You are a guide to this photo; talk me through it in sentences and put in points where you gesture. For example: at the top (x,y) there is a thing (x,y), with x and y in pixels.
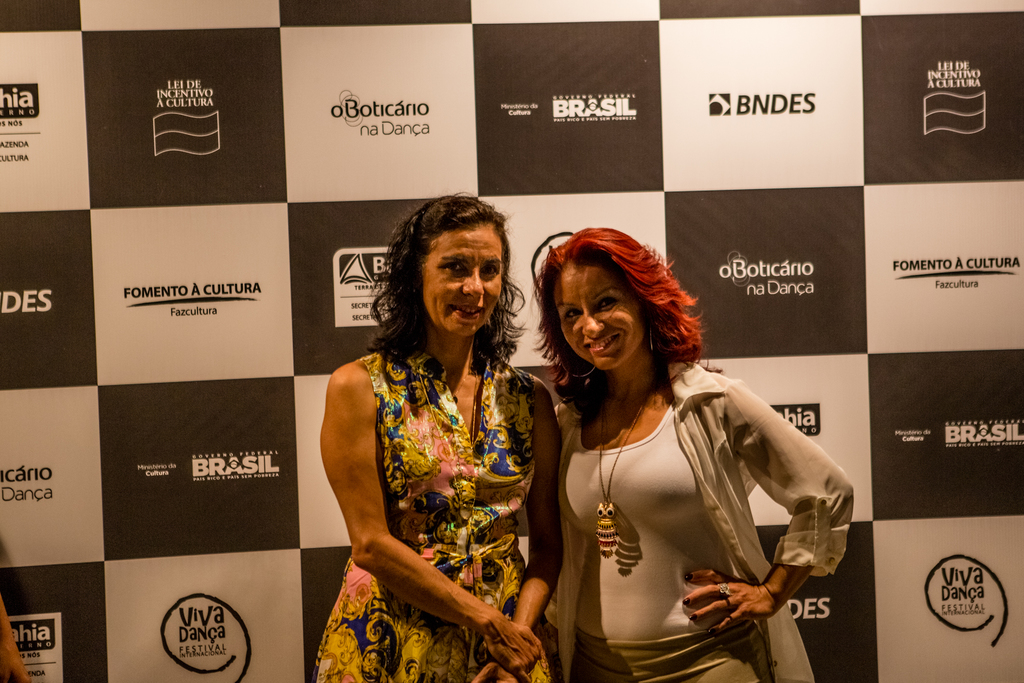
In this image we can see two women (666,349) standing. One woman (597,258) with red hair (668,264) is wearing white clothes (696,543). In the background (900,657) we can see a sign board (574,58).
